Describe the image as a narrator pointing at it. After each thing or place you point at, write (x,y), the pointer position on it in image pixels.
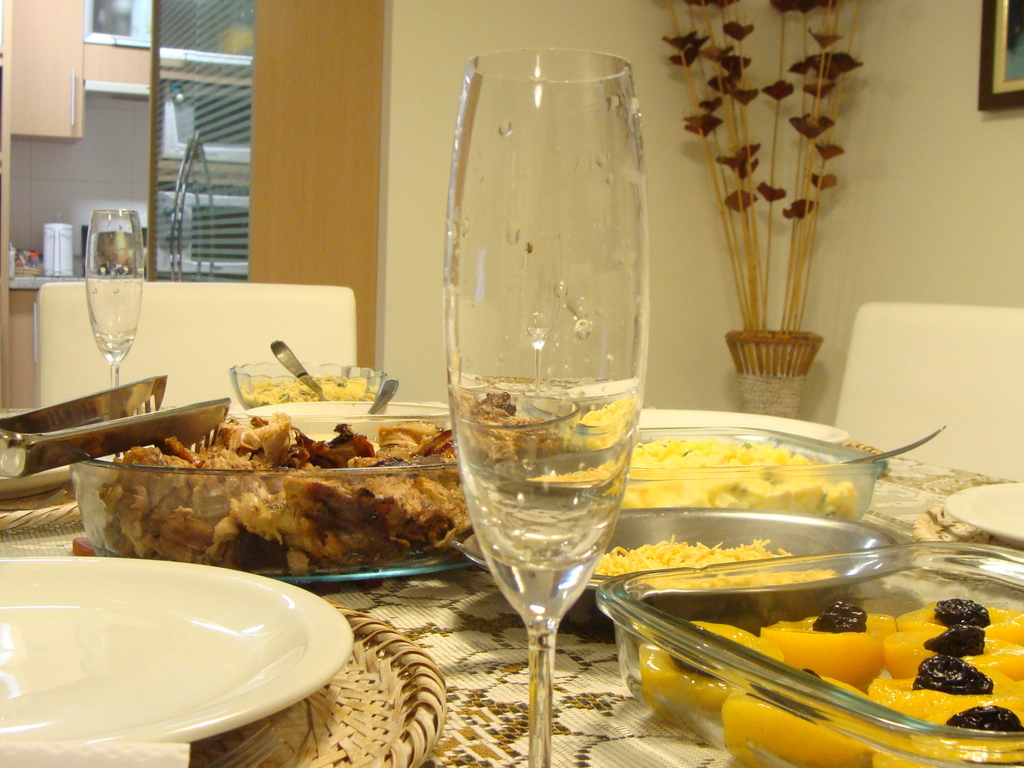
In this picture, it looks like a cloth (568,741) is covered a table (594,726). On the table (554,676) there are glasses (119,295), plates (104,630), bowls (832,481), spoons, some food items (437,501) and some objects (36,439). Behind the table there are chairs (955,435), decorative plant (771,410) and a wall (889,180) with a photo frame (998,84). Behind the chair (185,330) there are some objects (33,250) on the platform (19,282).
